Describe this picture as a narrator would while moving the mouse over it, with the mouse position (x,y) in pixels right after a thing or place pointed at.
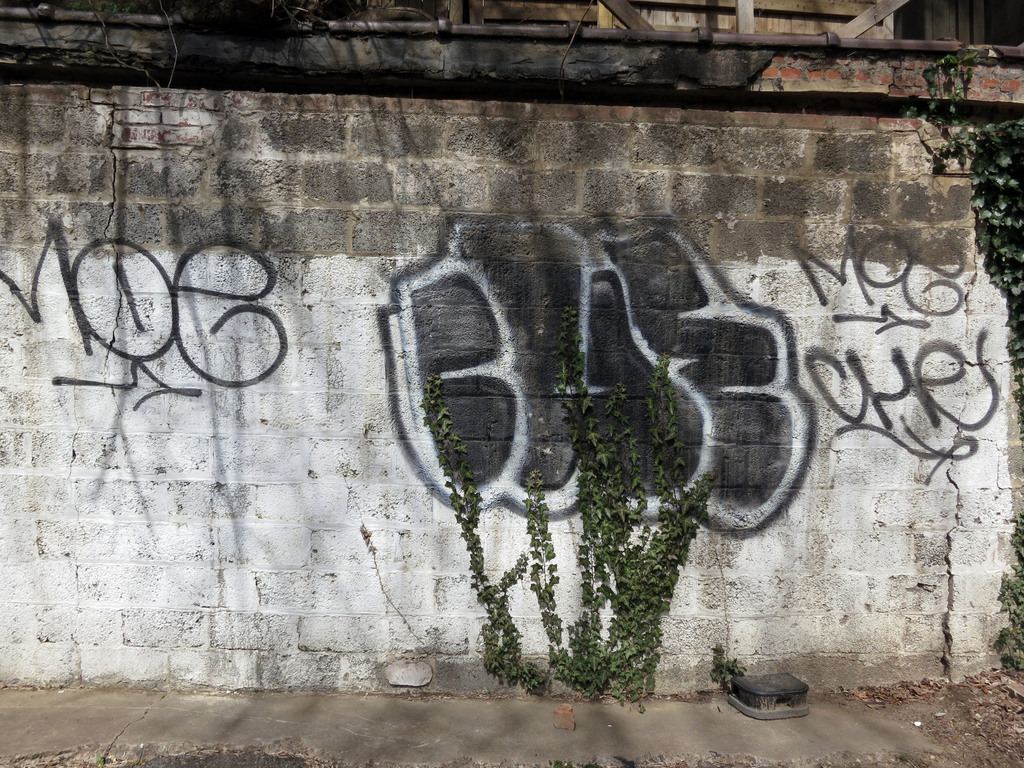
Here in this picture we can see a wall (826,96), on which we can see something written (736,359) or drawn over there and we can also see some plants (652,553) present over there.
